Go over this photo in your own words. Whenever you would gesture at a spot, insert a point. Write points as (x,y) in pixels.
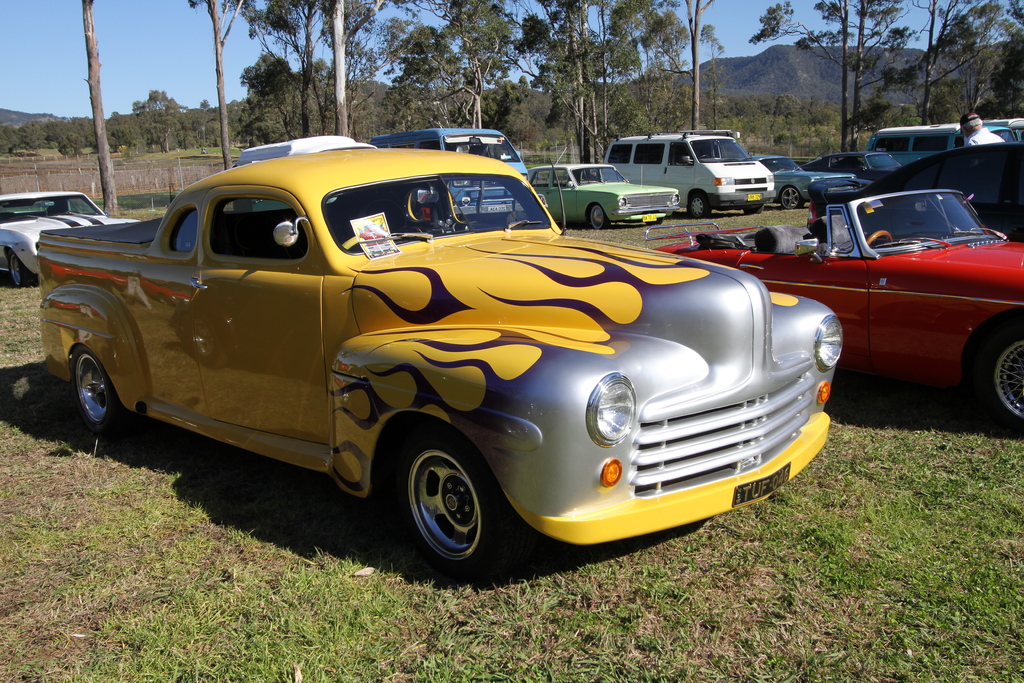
In this image we can see a few vehicles (626,290) and a person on the ground (70,669), there are some trees (580,129), mountains (788,68) and grass (168,585), in the background (968,21), we can see the sky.
